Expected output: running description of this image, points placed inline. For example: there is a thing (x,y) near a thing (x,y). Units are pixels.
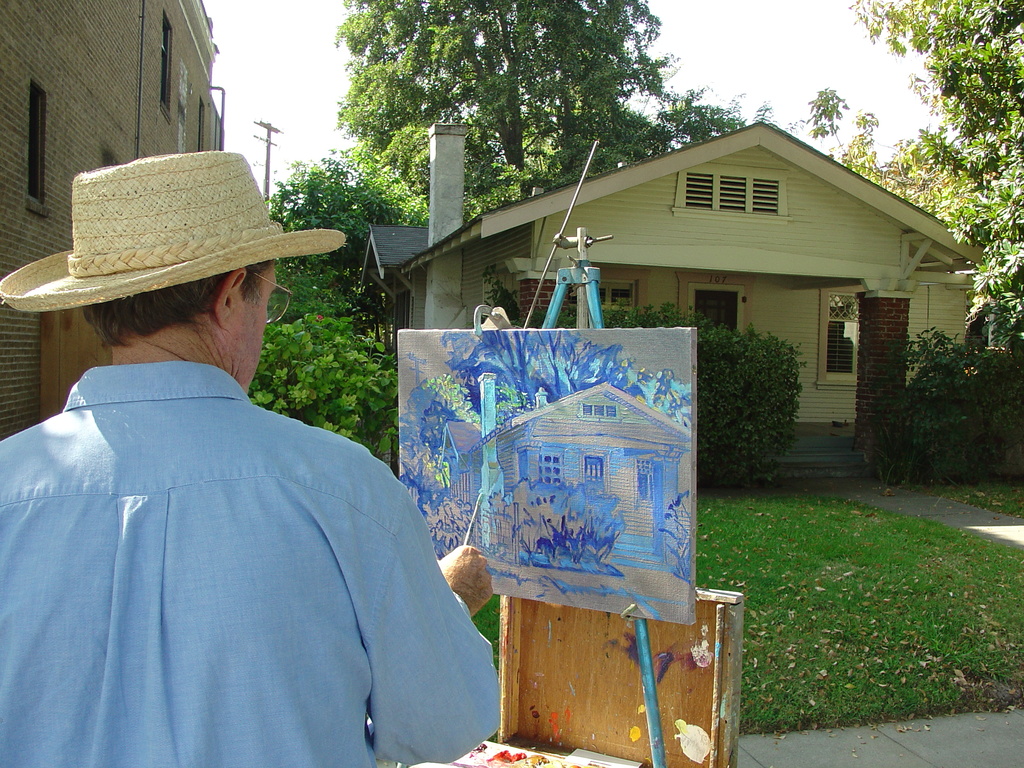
In this image we can see a person (301,582) painting on an object (557,482). There are many trees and plants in the image. There is a house (873,237) at the right side of the image (850,305). There is a building (122,72) and an electrical pole (266,148) at the left side of the image (270,149). There is a grassy land (856,580) in the image.
